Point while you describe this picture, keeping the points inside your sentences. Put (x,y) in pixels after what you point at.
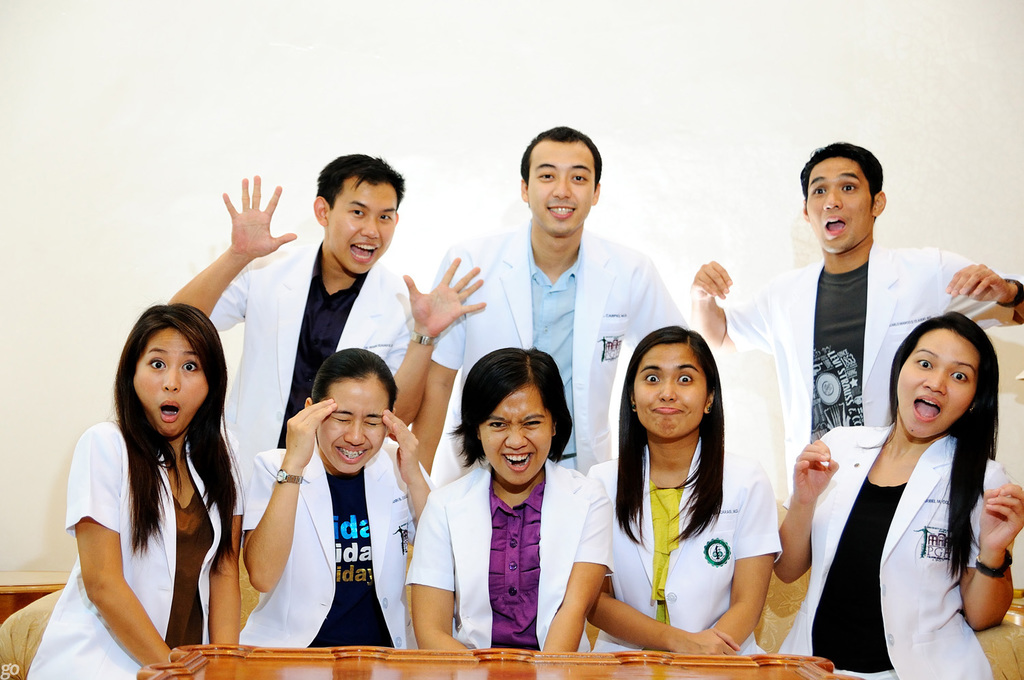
In this image, we can see a group of people (813,460). Few people (602,463) are smiling. Here we can see few people (682,463) are watching. At the bottom (654,672), we can see a wooden object (576,667). Background (499,78) there is a wall (486,68).
